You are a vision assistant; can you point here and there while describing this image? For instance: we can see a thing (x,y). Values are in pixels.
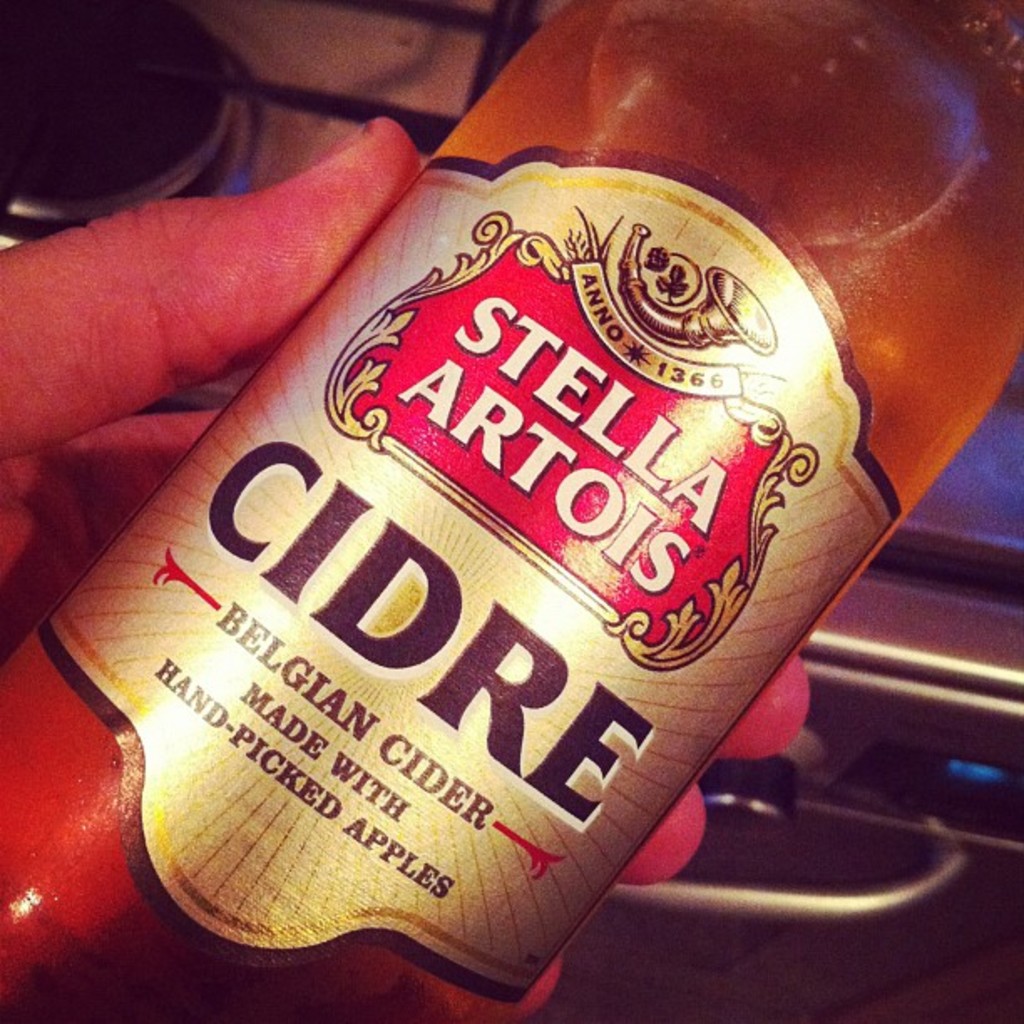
In this image, we can see human hand (237,209) with bottle (259,798). Here there is a sticker (419,784) on it. Background (907,774) we can see stove (990,608), handle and digital screen (918,801).
